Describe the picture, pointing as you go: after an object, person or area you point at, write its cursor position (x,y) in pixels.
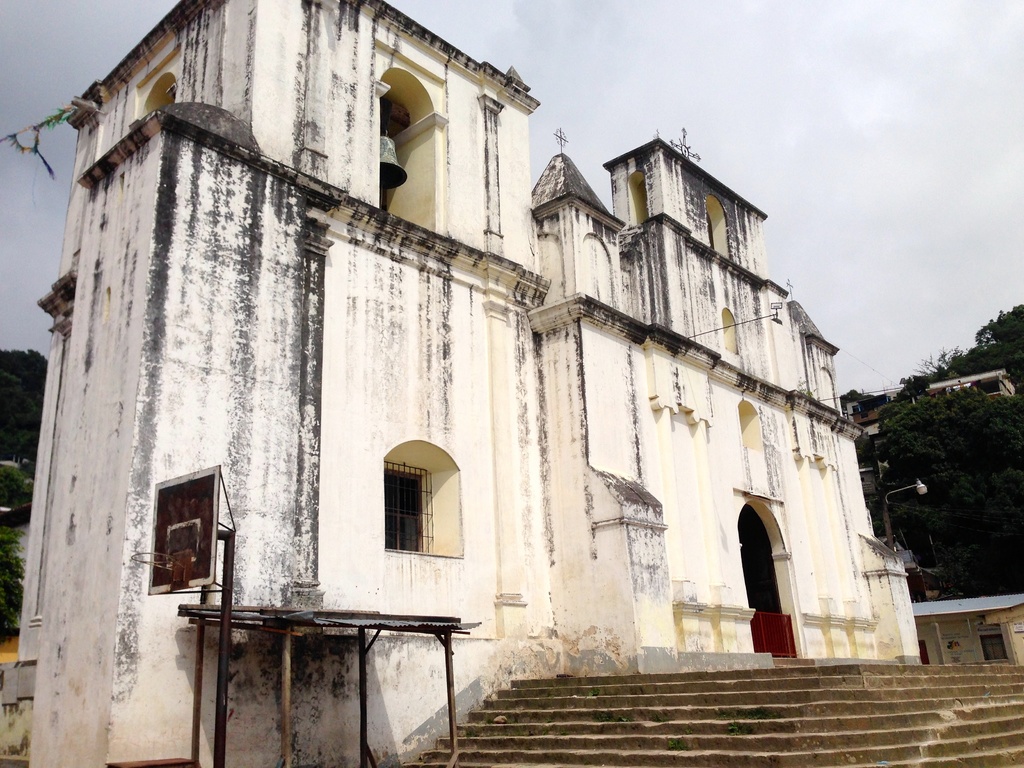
In this picture we can see few buildings (617,497), trees (890,452), poles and a bell (384,172), on the left side of the image (194,564) we can see a basketball net (187,500).
